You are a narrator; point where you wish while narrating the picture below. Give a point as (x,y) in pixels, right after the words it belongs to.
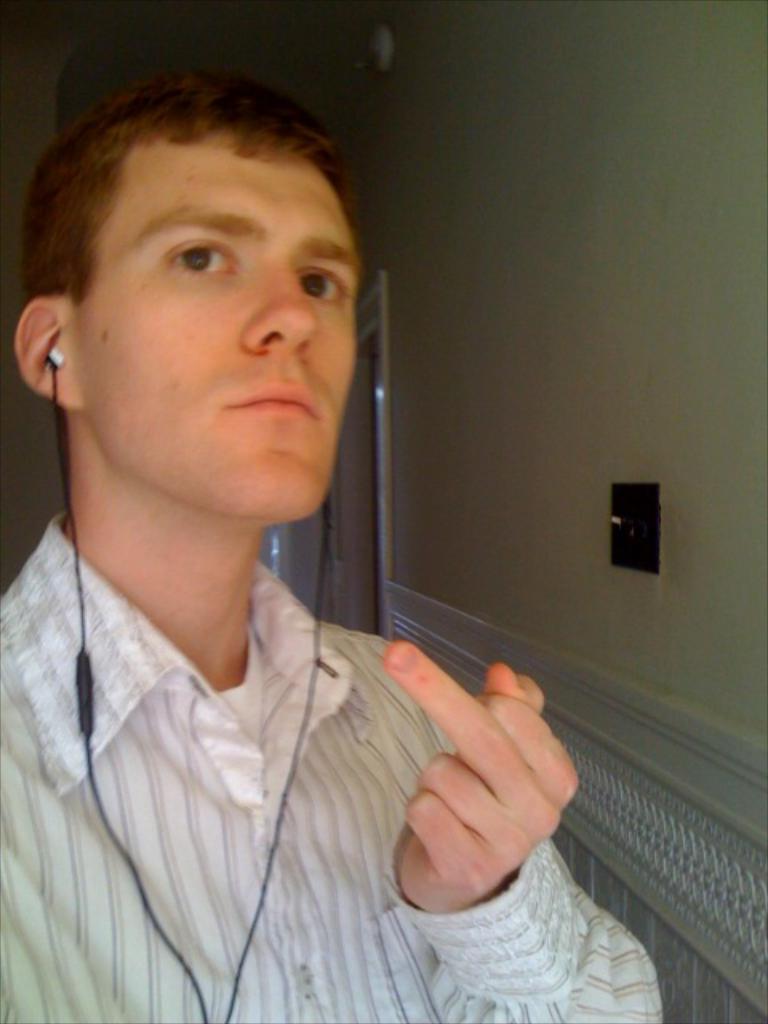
In the image there is a man (188,485) in the foreground (296,689), he is wearing earphones (312,700) and behind the man (45,617) there is a wall (466,452).
